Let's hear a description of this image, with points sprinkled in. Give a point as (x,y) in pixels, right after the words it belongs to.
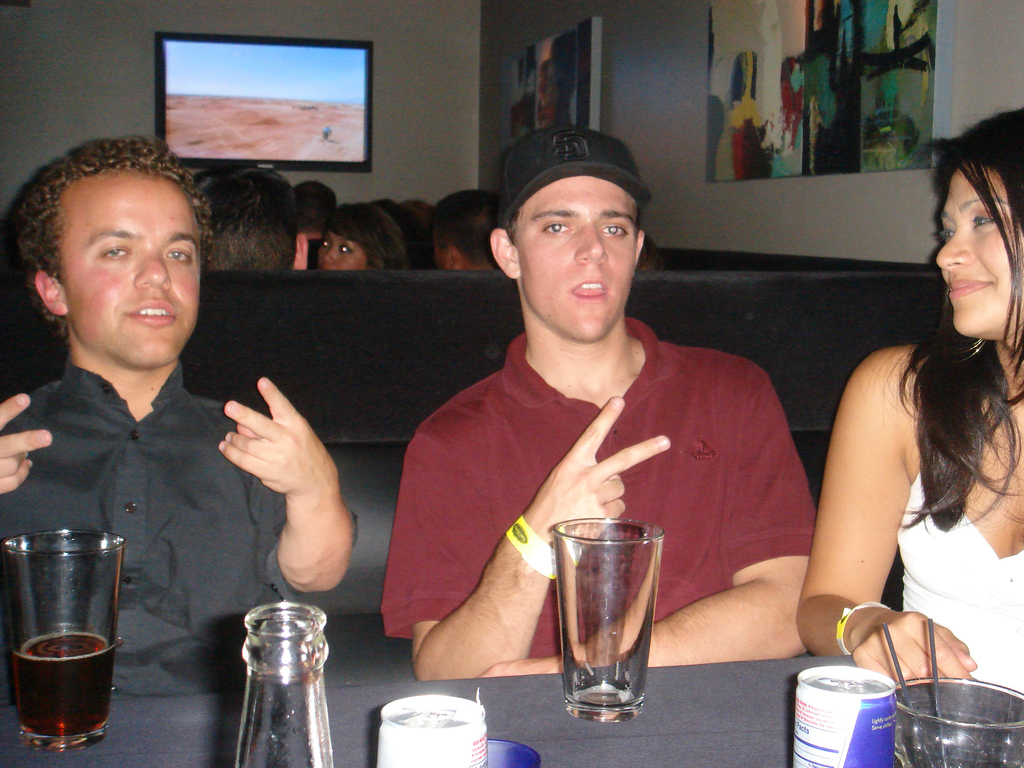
In this image, there are a few people (880,397) sitting. We can see a table (659,702) with some objects (655,591) like glasses (606,646), a bottle (257,754) and a few drink tins (829,667). We can also see the wall (504,2) with some frames (840,154). We can see a television (251,163).
